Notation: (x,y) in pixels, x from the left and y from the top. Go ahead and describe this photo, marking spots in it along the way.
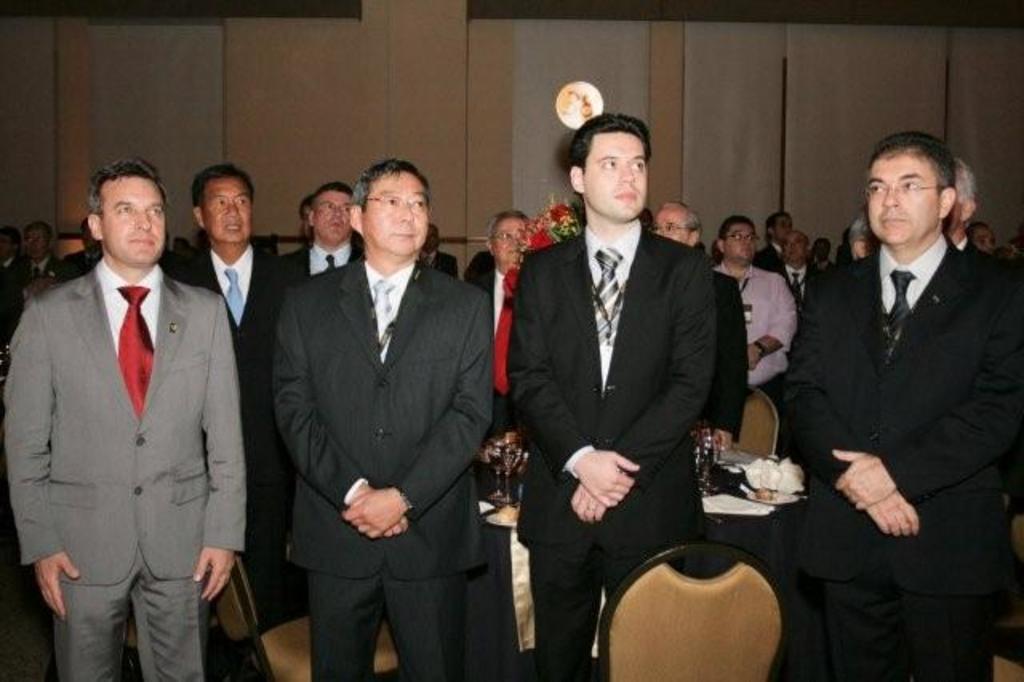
In this image I can see few people (493,382) standing and wearing different color dress (588,409). I can see few chairs (742,594), some objects (768,503) on the table (710,493) and a wall (362,90).
